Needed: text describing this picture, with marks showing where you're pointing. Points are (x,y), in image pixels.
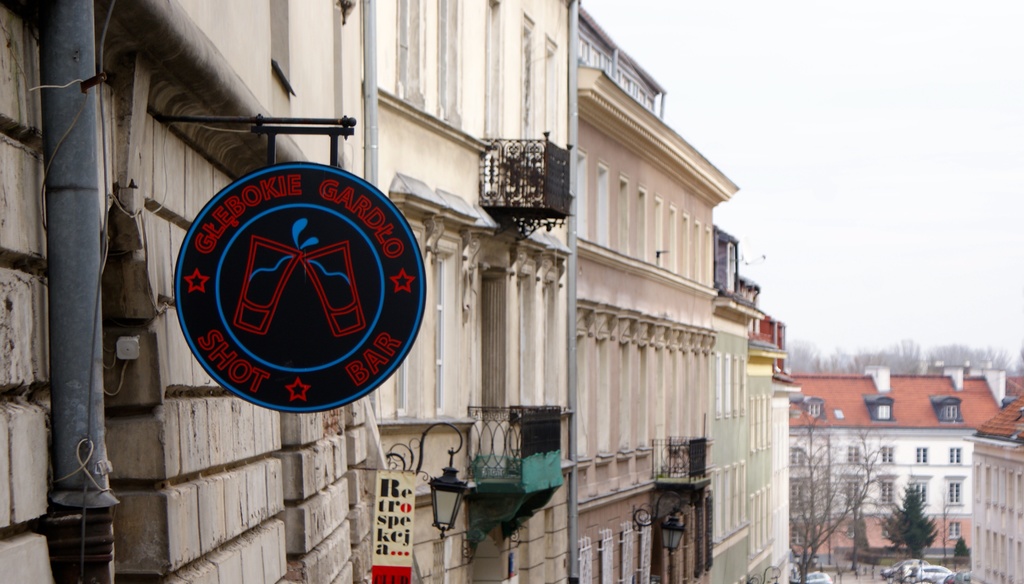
Here we can see buildings (776,404), trees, cars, boards (387,517), and poles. In the background (819,325) there is sky (906,220).
